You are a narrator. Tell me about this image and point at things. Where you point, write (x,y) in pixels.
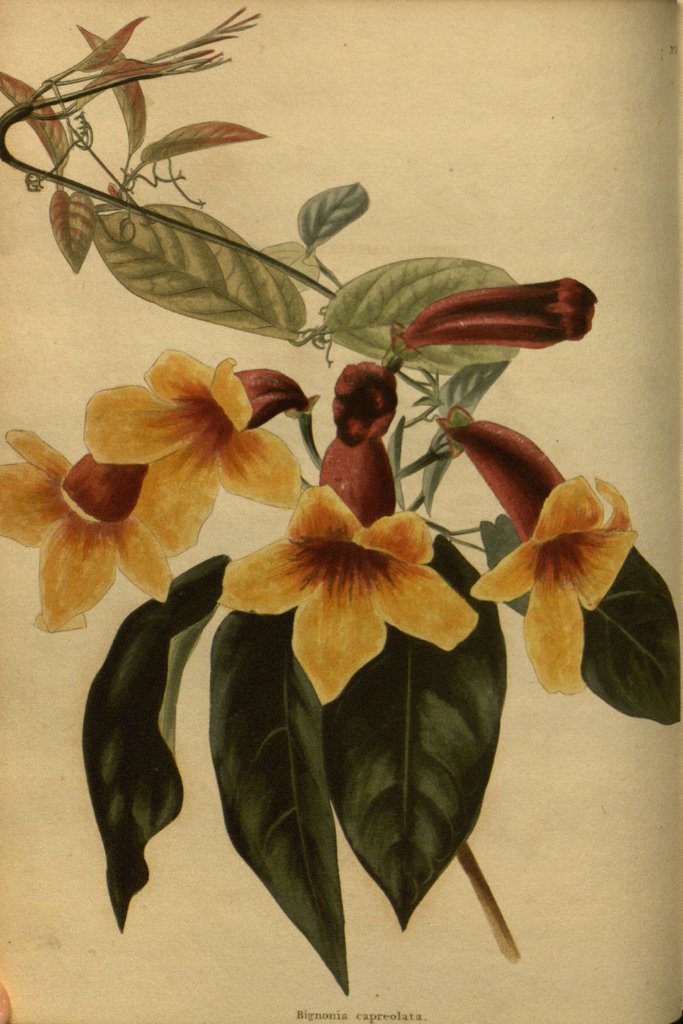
In this image we can see painting (353,676) of a yellow flower (374,607) with stem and leaves (375,784).
